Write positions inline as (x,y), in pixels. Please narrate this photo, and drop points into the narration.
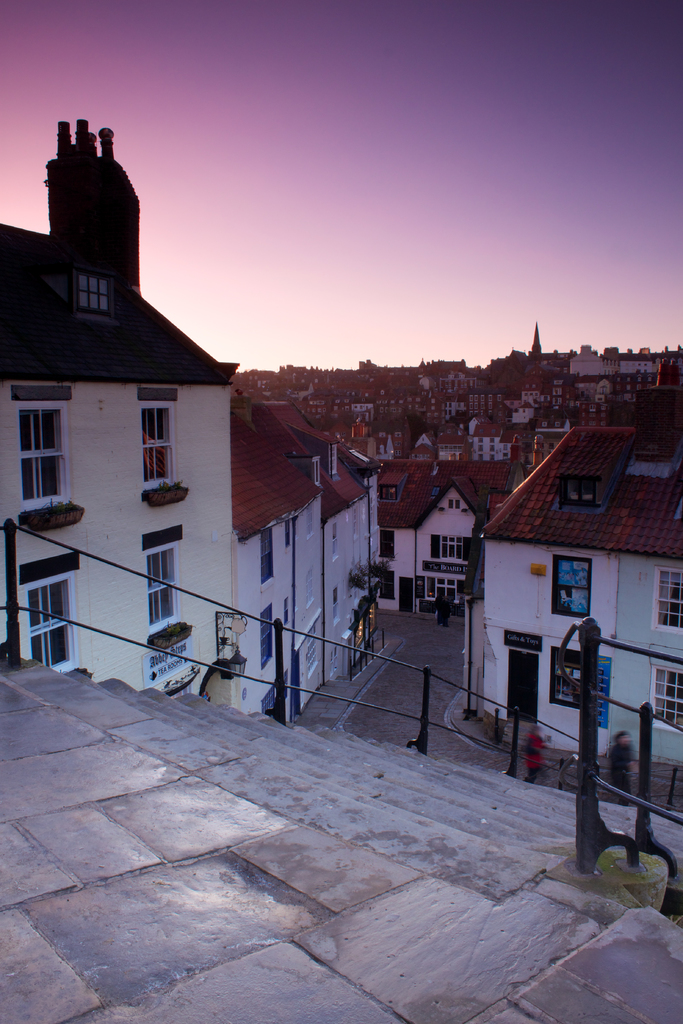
In this image I can see a staircase (496,886) at the bottom (76,861), in the middle (285,452) I can see houses (110,430) and in the background (249,83) I can see the sky (363,139).
